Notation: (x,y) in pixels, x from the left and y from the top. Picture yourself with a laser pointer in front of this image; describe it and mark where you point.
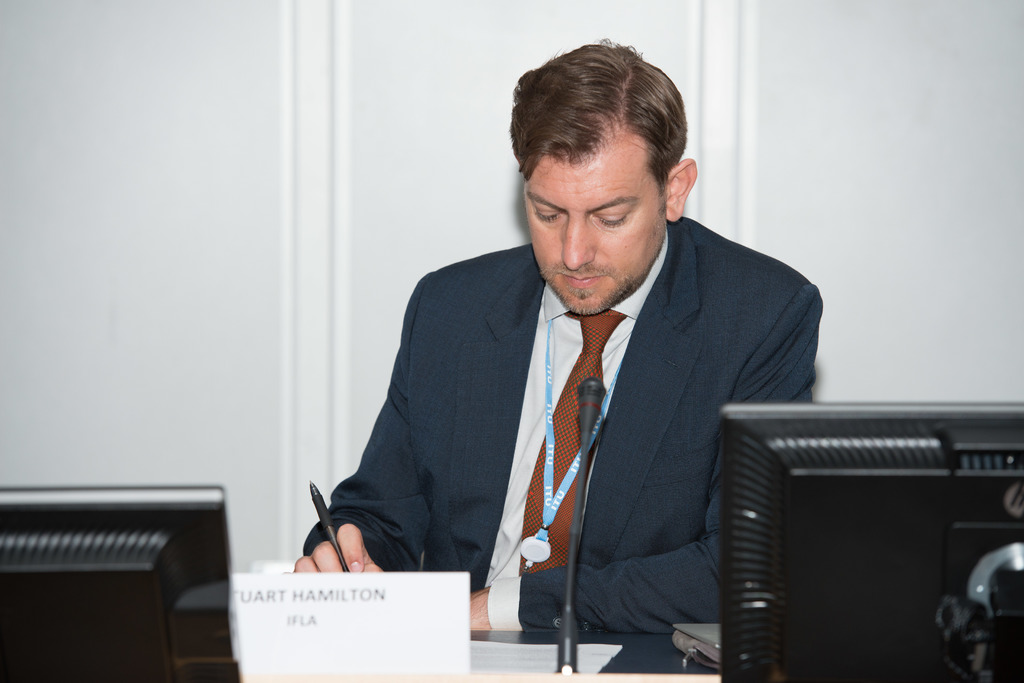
In this image, there is a person (573,343) in front of the table (517,643) holding a pen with his hand (338,540). This table (508,633) contains monitors (836,469) and mic (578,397).
